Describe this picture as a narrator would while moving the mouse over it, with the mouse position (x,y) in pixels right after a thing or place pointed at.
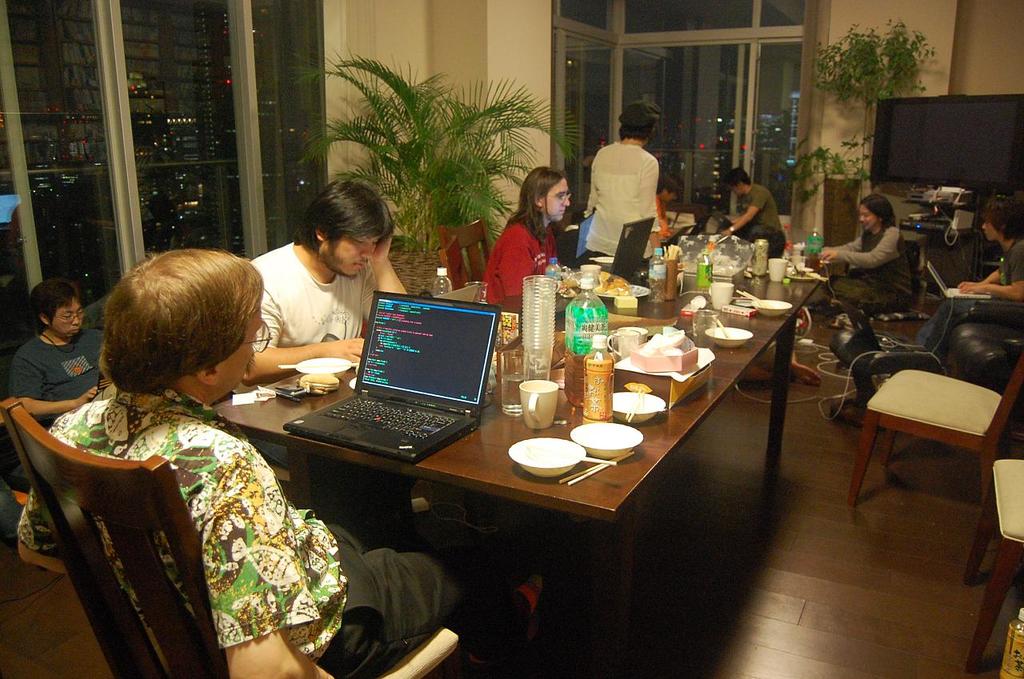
In this picture we can see a group of people (555,176) sitting on chairs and in front of them on table (452,453) we have bottles (590,322), glasses (549,306), laptops (446,405), bowls (622,399), cup (531,407), spoons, plates (643,286), mobile (299,392) and in background (474,205) we can see window (290,57), tree (394,86), door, wall (930,38), television (948,106).
